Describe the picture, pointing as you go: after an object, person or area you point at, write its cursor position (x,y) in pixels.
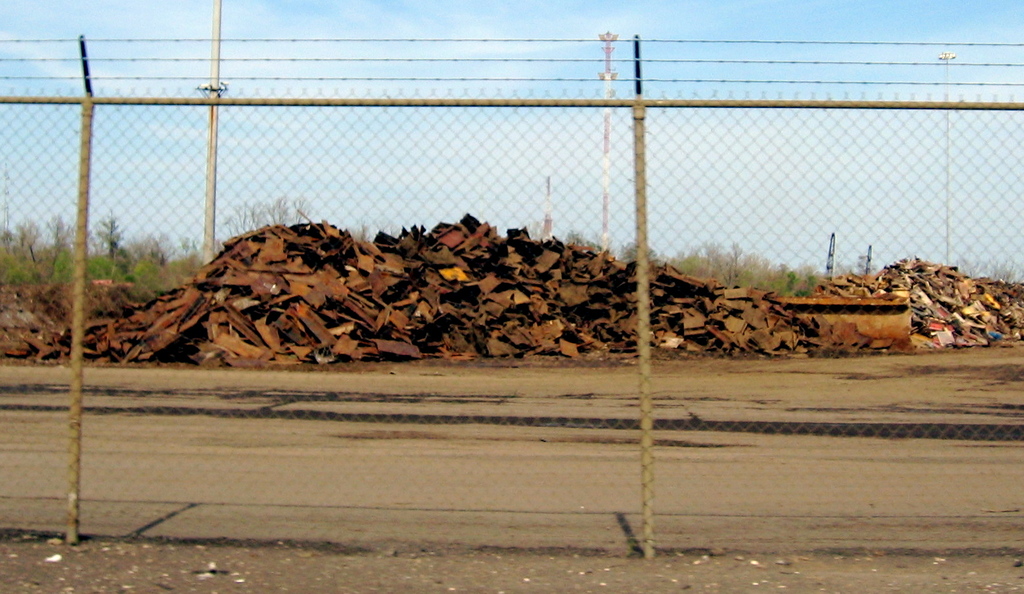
In this image in the front (341,266) there is a fence (81,223). In the background (38,254) there are trees (187,256), poles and there is a scrap (653,313) and the sky (297,35) is cloudy.
